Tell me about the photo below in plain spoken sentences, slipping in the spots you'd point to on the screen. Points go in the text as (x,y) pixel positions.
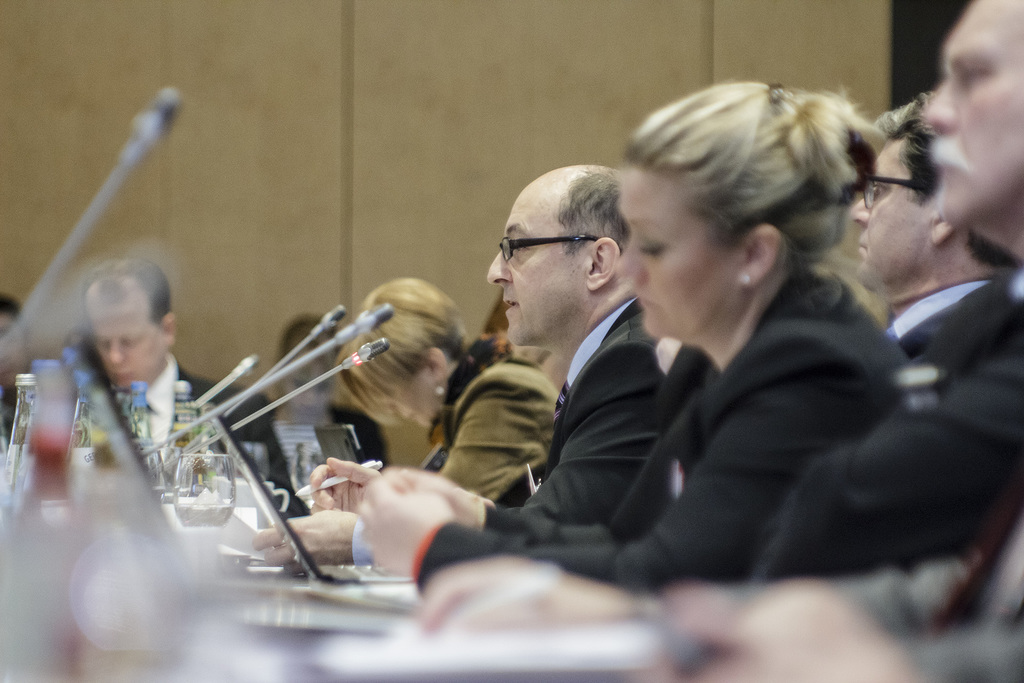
In this image I can see on the right side (838,544) a group of people (699,426) are there, they are wearing black color coats (769,426). On the left side (239,381) there are microphones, in the middle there is a laptop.
